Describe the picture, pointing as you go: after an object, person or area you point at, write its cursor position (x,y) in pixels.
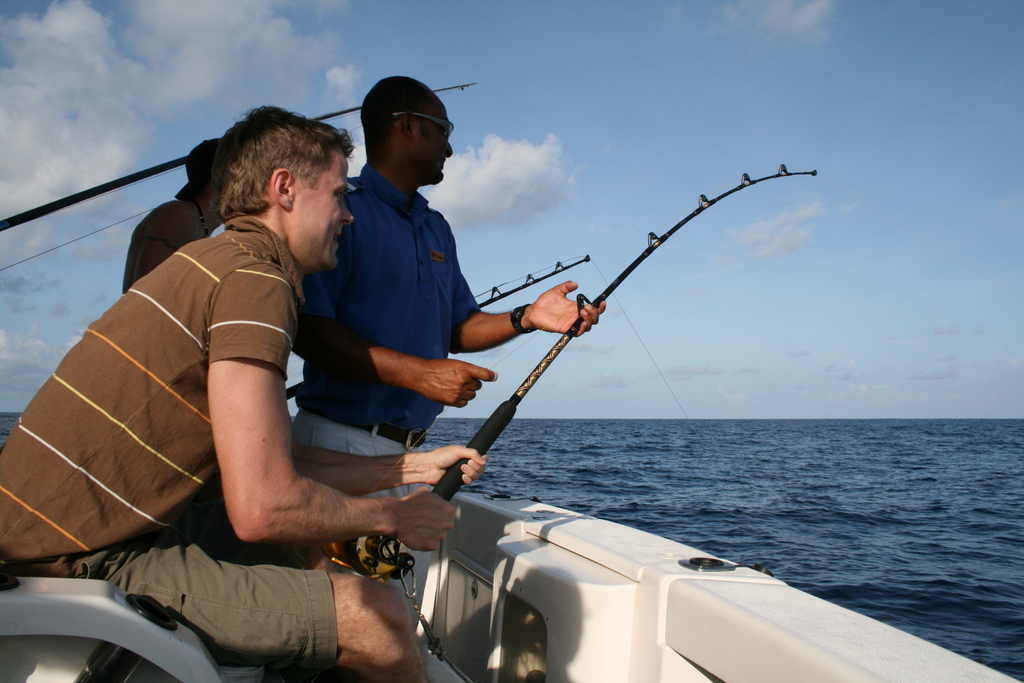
In this image we can see some people (355,423) in a boat (520,568) holding the fishing rods (497,412). We can also see a large water body (774,456) and the sky (818,189) which looks cloudy.
